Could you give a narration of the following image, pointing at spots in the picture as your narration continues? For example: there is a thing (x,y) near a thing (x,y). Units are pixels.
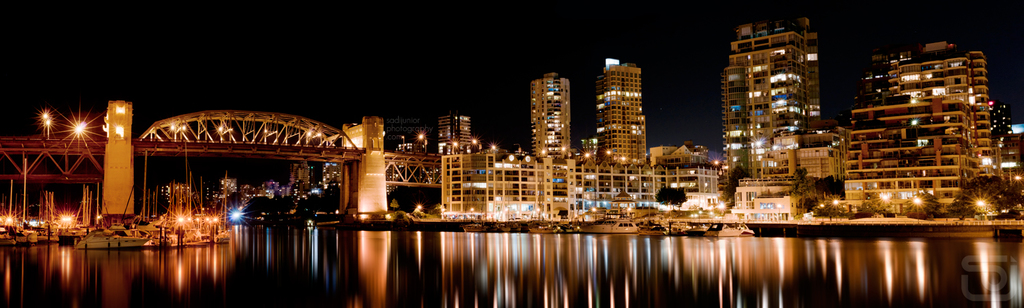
This image is taken in the dark where we can see water (510,254), ships (132,246) floating on the water (103,254), bridge (78,162), buildings (900,144) with lights (975,99), trees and the dark sky (501,68) in the background (334,68).
